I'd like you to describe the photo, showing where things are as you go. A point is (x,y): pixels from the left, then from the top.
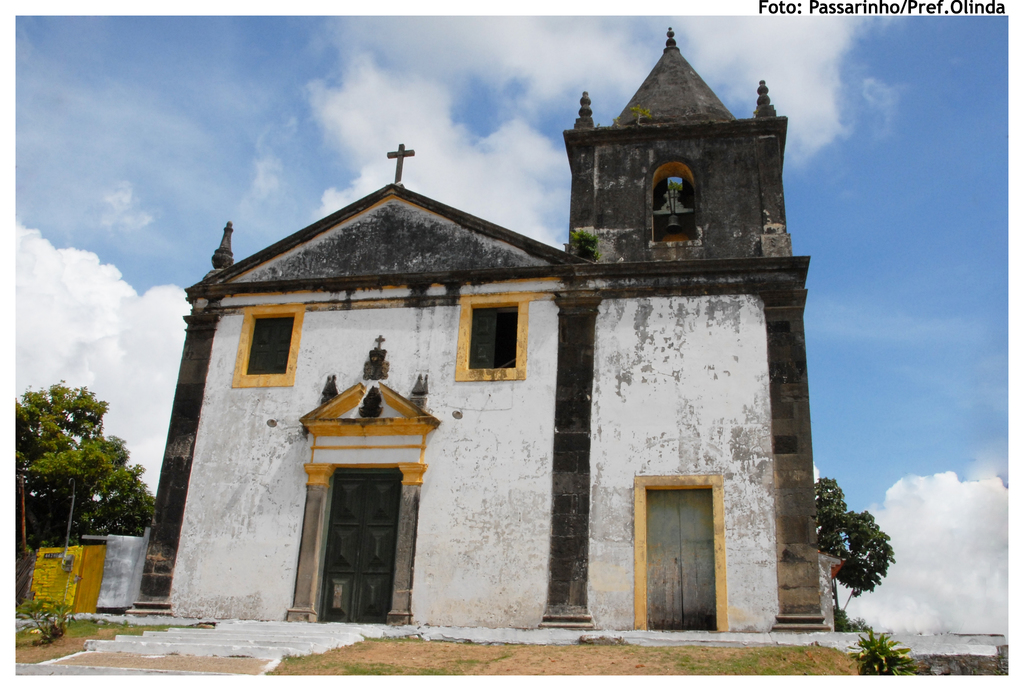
In this image we can see a building (425,533) with doors (667,535) and windows (489,361). On top of the building (454,372) there is a cross (394,156). On the sides there are trees (874,557). In the background (456,94) there is sky (156,150) with clouds (372,113). In the right top corner (820,10) something is written. Also there are steps (222,633) in front of the building (183,615).
